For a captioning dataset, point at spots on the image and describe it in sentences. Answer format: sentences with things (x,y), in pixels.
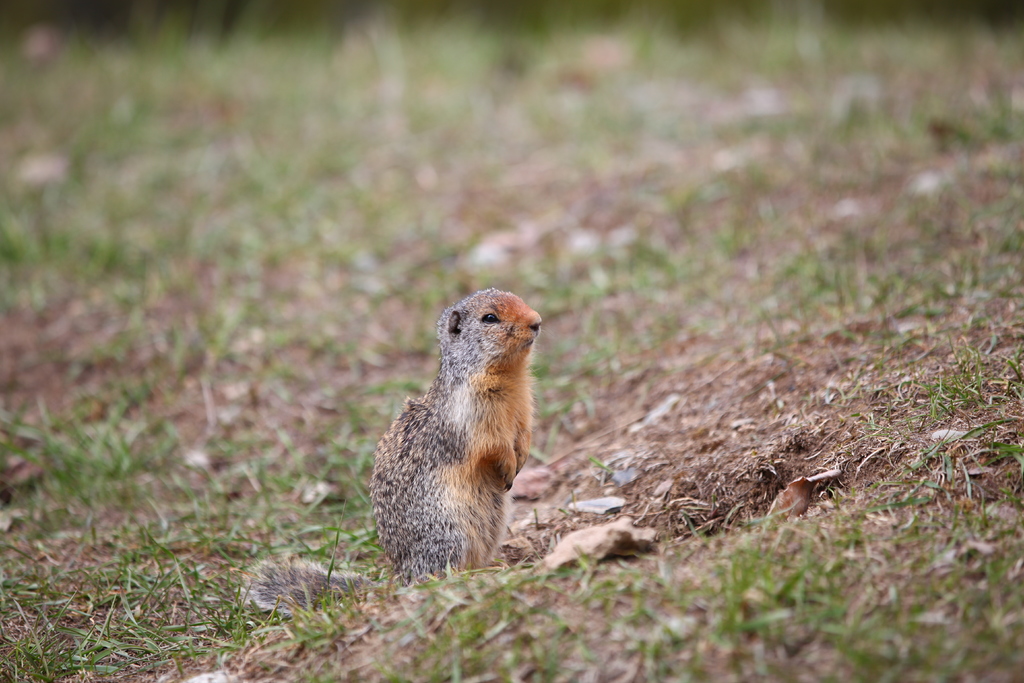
In this image, I can see a squirrel (416,553). This is a grass (774,580). I can see the dried leaves (598,533) lying on the ground (567,534).
